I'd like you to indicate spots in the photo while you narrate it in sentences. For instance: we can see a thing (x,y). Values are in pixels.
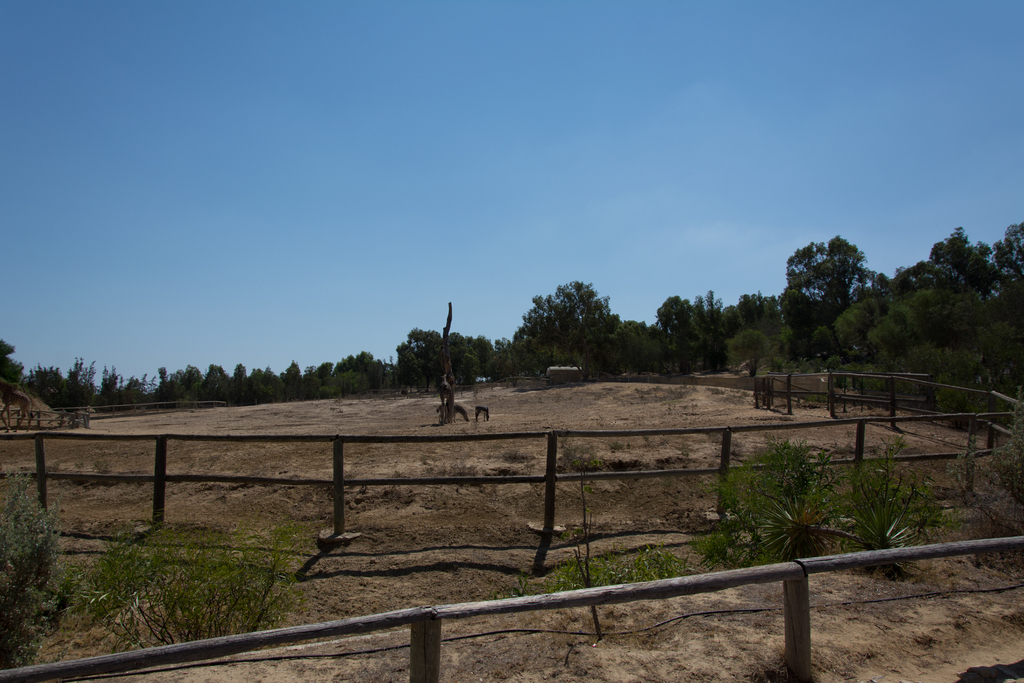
In this picture we can see a fence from left to right. There are a few plants (239,553) and some objects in the path (279,476). There are some plants (480,366) from left to right. Sky (181,337) is blue in color.
